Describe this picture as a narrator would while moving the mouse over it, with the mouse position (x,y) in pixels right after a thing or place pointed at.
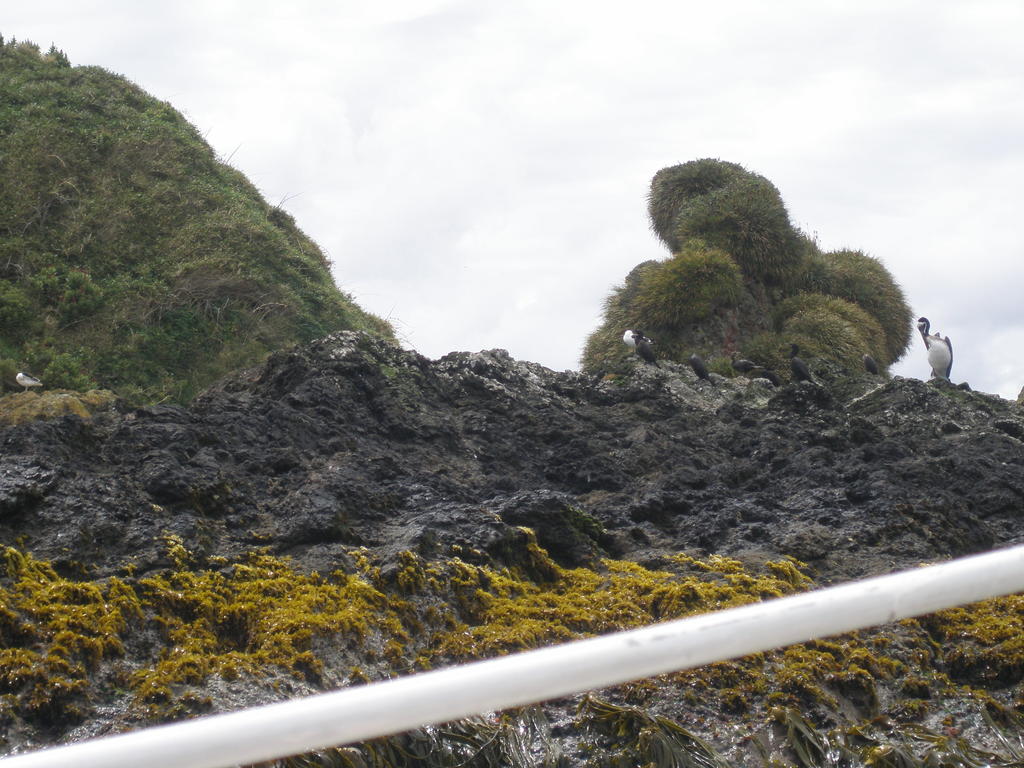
In this picture I can see plants (46,102) on the hill (57,62) and looks like a bird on the right side of the picture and I can see a cloudy sky (556,106).
